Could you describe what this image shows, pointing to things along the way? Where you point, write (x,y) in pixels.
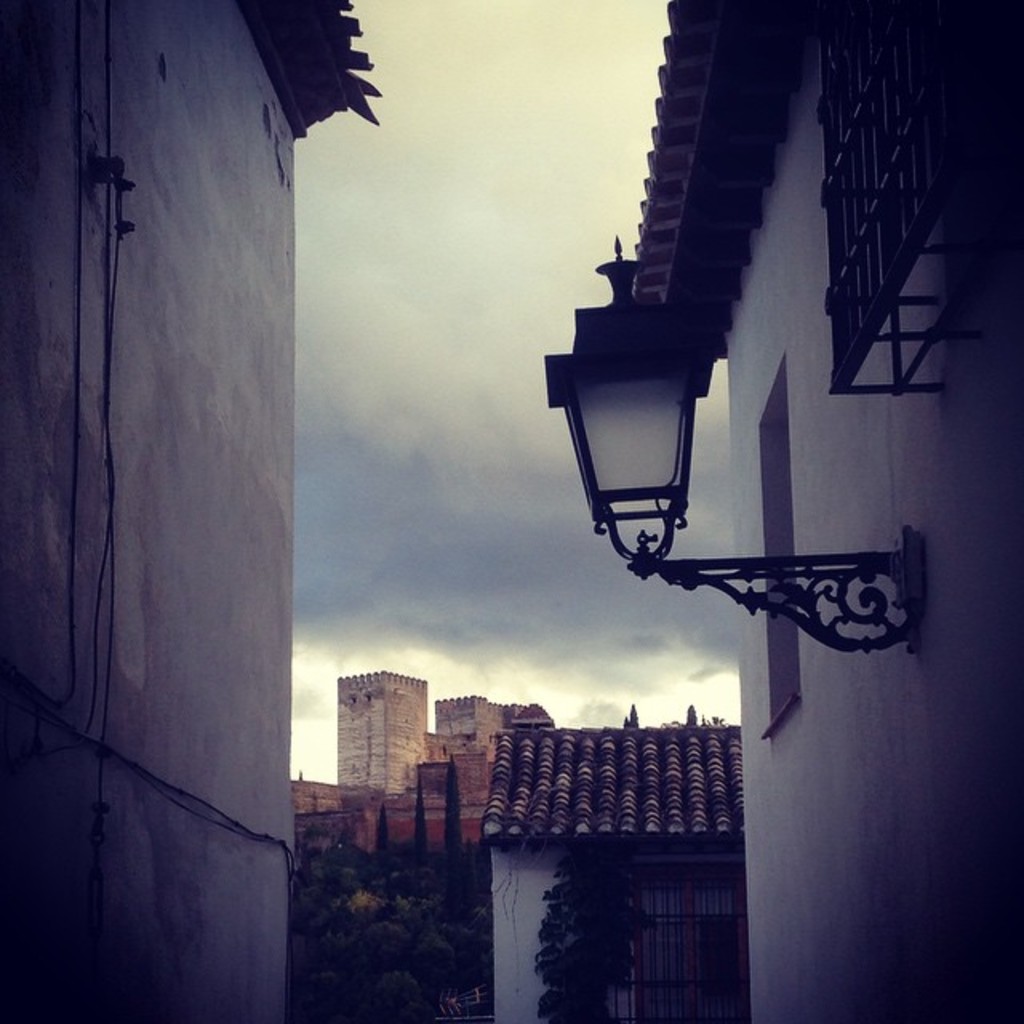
In the background of the image (394,818) we can see buildings (372,685), trees (388,933). To the both sides of the image there are walls (786,344) of a building (270,538). At the top of the image (481,125) there is sky (436,125).
